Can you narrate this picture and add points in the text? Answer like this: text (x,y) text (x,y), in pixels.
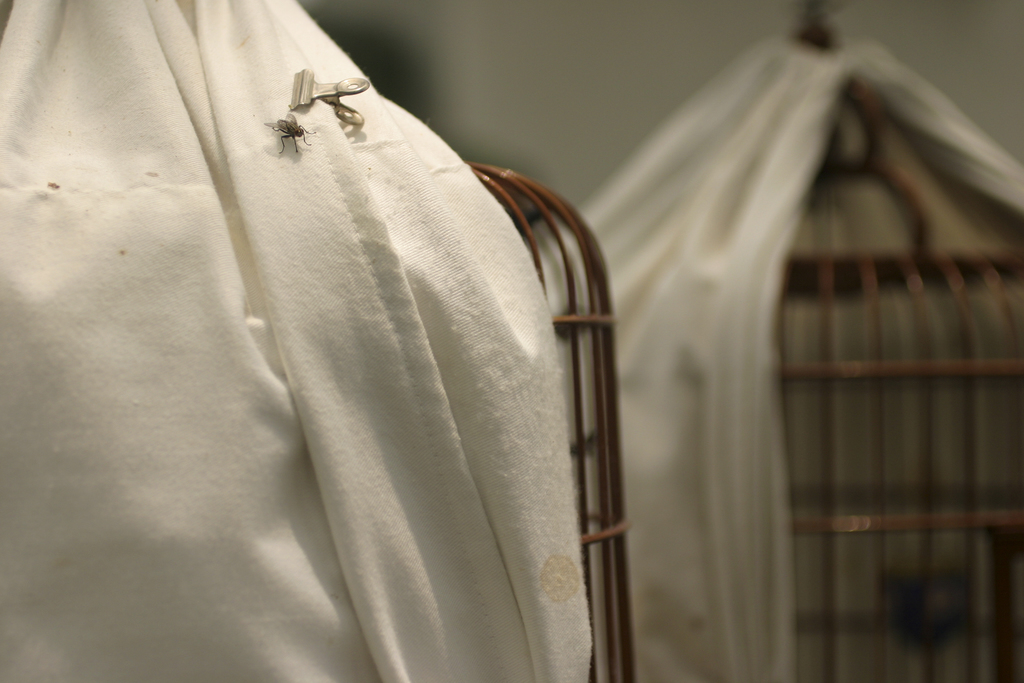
There is a white cloth (314,171) which has a fly (298,128) on it and there are some other objects (873,268) in the background (870,306).
